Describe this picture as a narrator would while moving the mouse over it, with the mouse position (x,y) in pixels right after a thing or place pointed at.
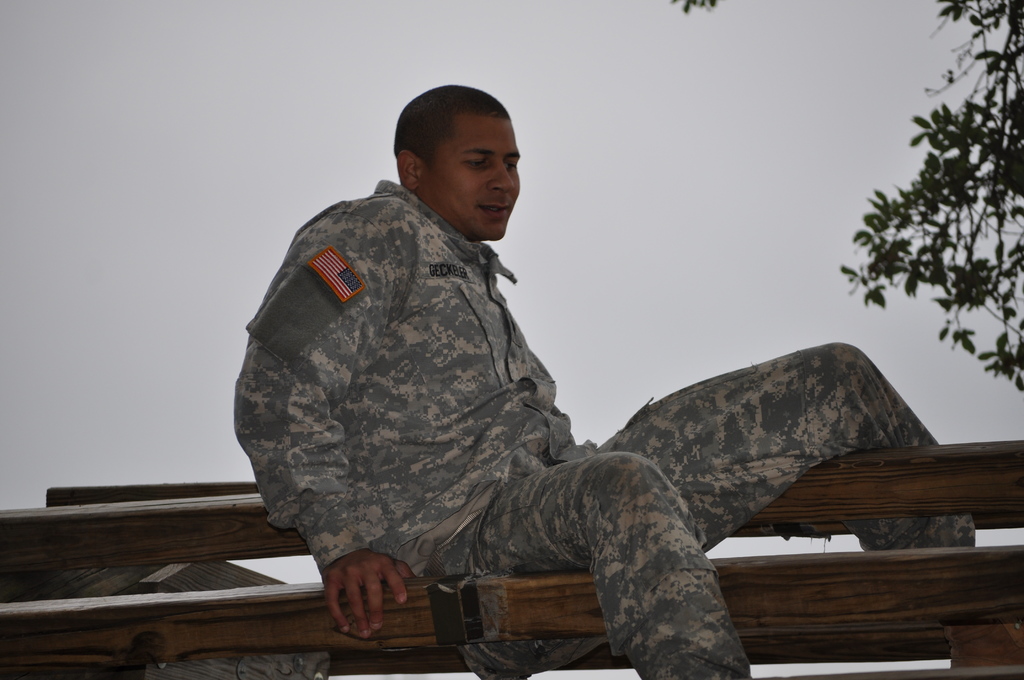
In this picture I can see a man (454,447) sitting, there is wooden fence (12,570), tree (969,245), and in the background (717,163) there is sky (734,240).
